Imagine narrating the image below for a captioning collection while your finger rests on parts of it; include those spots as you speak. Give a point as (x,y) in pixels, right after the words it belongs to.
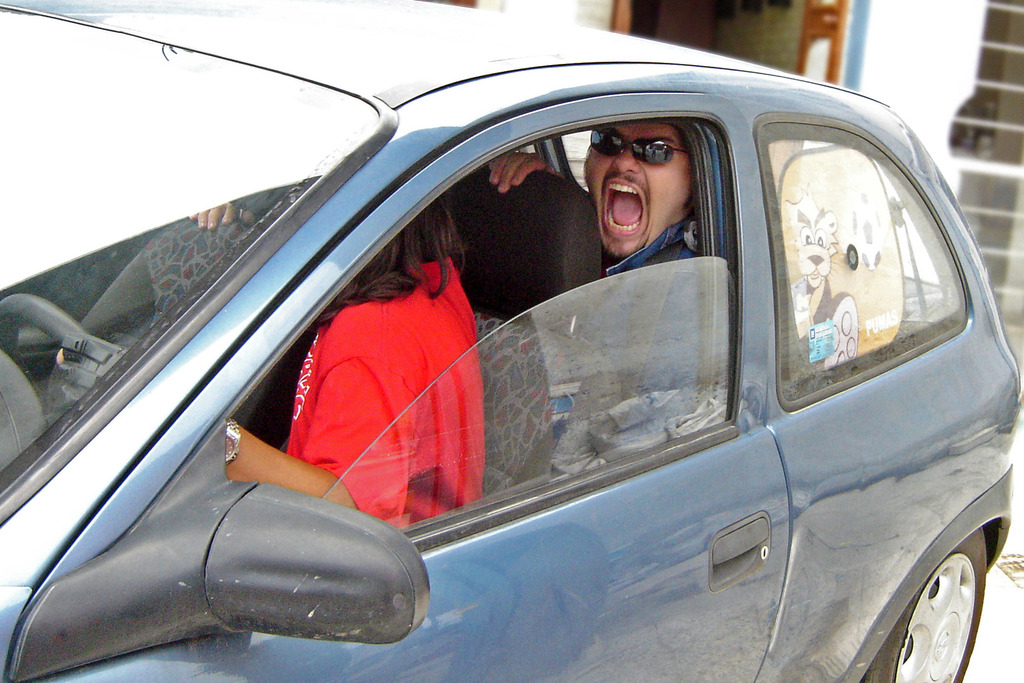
In this image, there is a car (890,463). The color of the car (537,562) is blue. A woman (399,285) is sitting in the front seat (536,288). She wears red color dress (329,384). A man (633,264) at the back seat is shouting. He wears goggles (655,159).
